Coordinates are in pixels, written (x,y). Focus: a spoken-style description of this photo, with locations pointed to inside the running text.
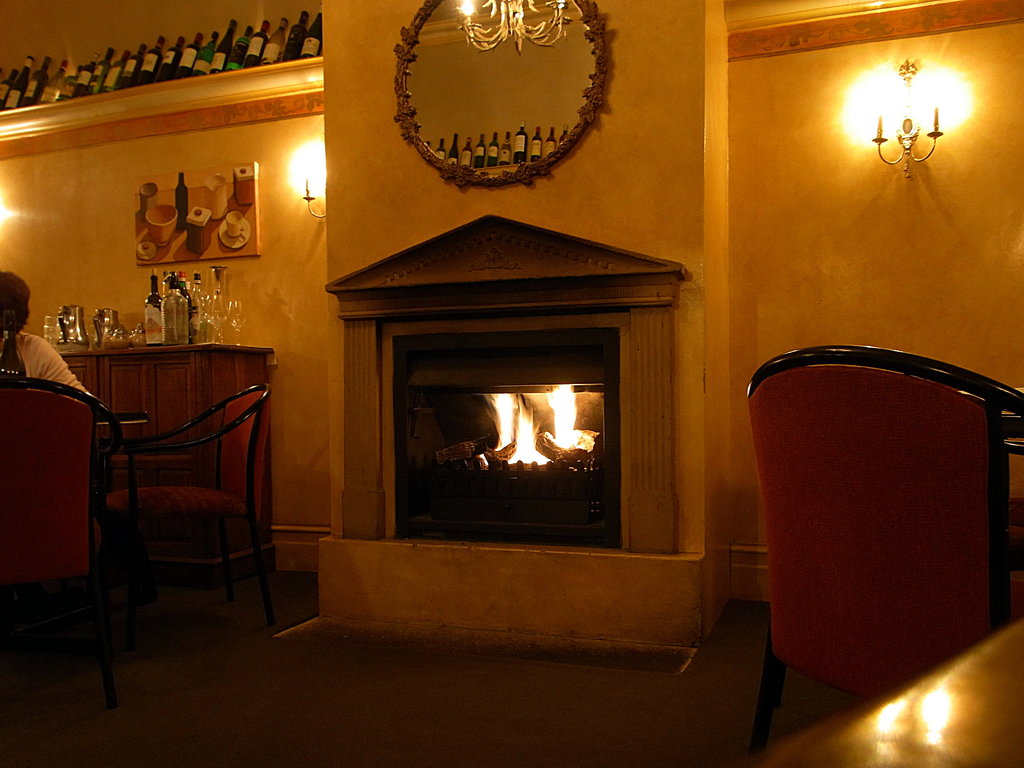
There is a fireplace (507,417) in the center of the image (518,417). On the left hand side of the image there is a person (16,299) sitting on the chair (49,426). In front this person (54,374), there is a cupboard (199,367). There are bottles (148,319) and some objects (80,316) on this cupboard (231,365). In the background (167,213), there is a poster (221,204). On top of this, there are bottles (23,82) on the wall (83,60). There are lights (309,167) on both sides of the poster (214,193). On top of the fireplace (509,396), there is a mirror (492,72). On the right side of the image (865,399), there is a chair (899,391). Top of this chair (871,373), there is a light (898,100).
